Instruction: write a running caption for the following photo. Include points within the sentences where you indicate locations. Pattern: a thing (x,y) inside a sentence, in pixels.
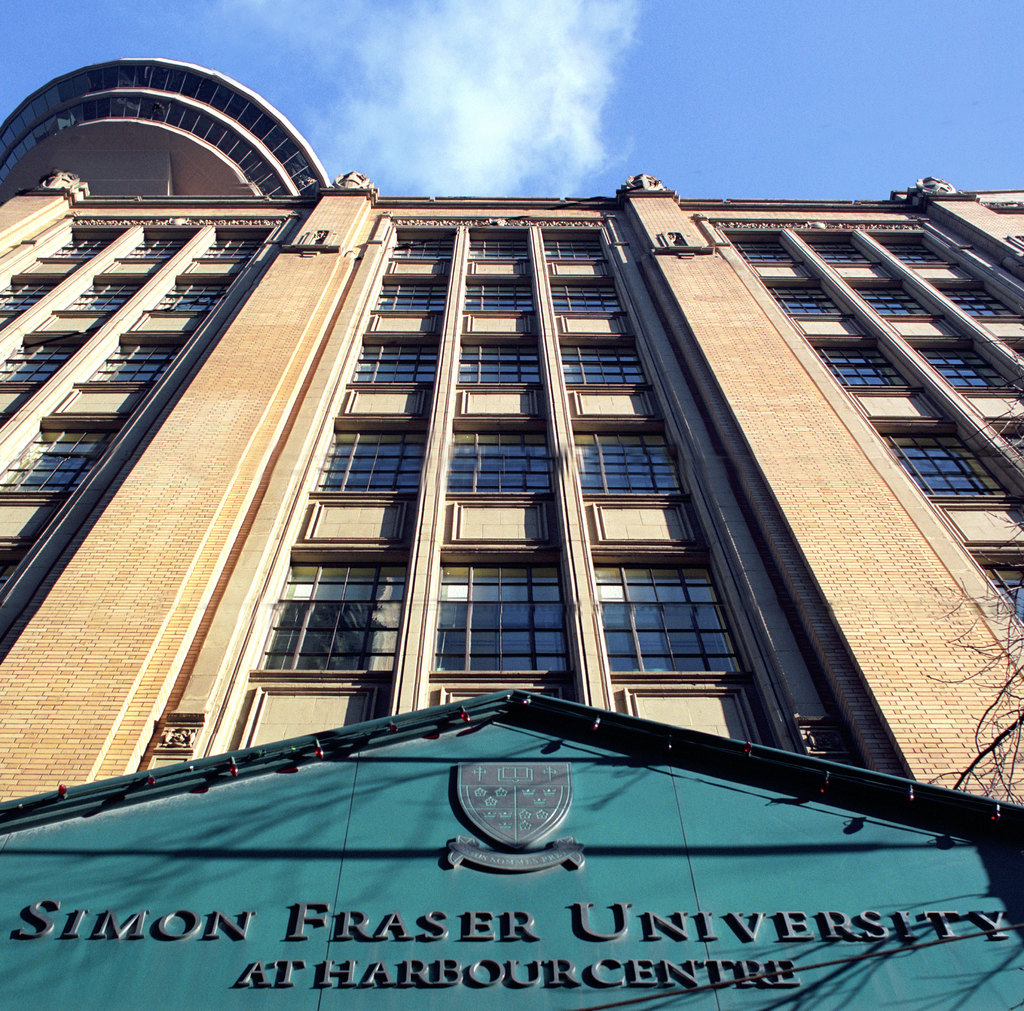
In this image I can see a building (530,510), glass windows (504,602), board (914,933), dry tree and sky (594,153) is in blue and white.
